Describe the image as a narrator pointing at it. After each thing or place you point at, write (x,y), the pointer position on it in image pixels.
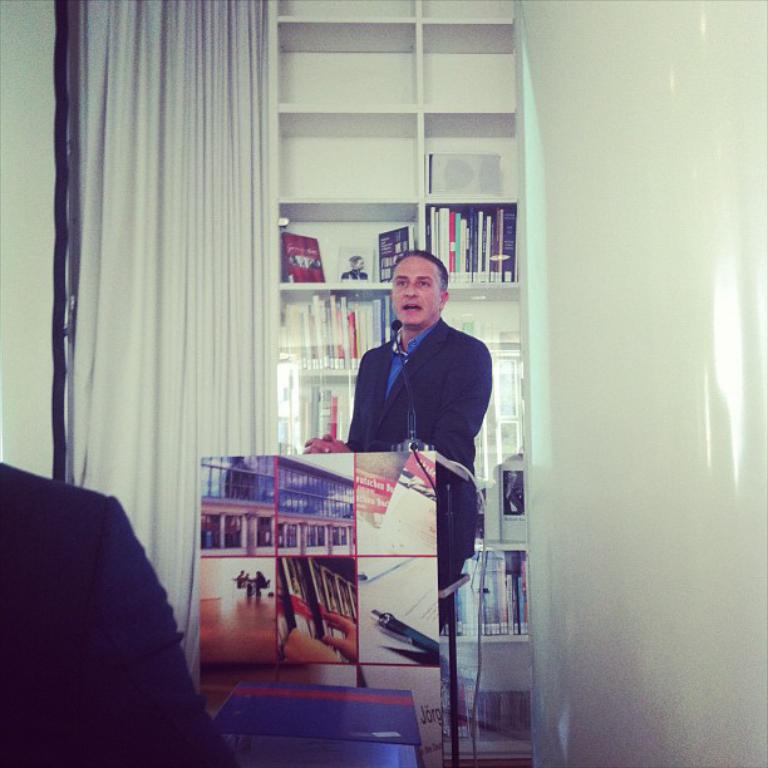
There is a man (457,442) talking on the mike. This is a podium (399,508). In the background (632,118) we can see a wall (719,261), rack (332,155), books (314,396), and a curtain (116,310).
